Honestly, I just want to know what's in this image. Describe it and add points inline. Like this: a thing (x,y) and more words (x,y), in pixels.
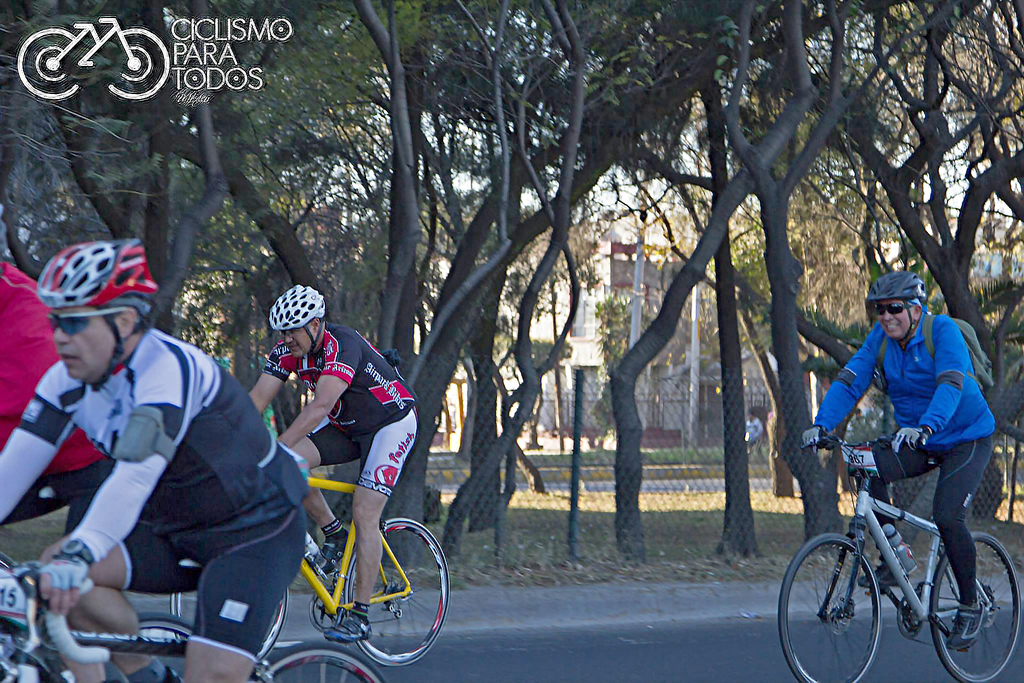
In this image we can see persons (161,577) riding bicycles (804,551) on the road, fences (605,507), trees (378,273), buildings (601,265), poles (695,314) and sky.
